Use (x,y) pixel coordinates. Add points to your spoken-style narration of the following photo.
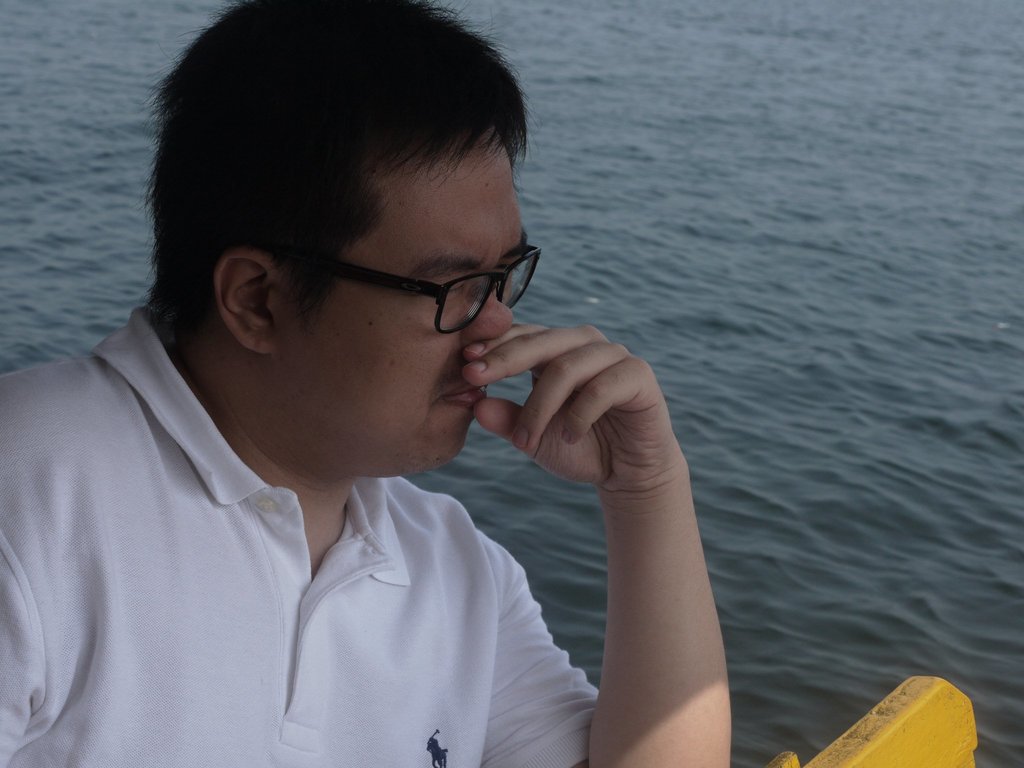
On the left side of this image (292,419) there is a man (217,541) wearing a white color t-shirt (215,645) and looking at the right side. In front him there is a wooden object (911,725). In the background (750,297), I can see the water (766,256).
